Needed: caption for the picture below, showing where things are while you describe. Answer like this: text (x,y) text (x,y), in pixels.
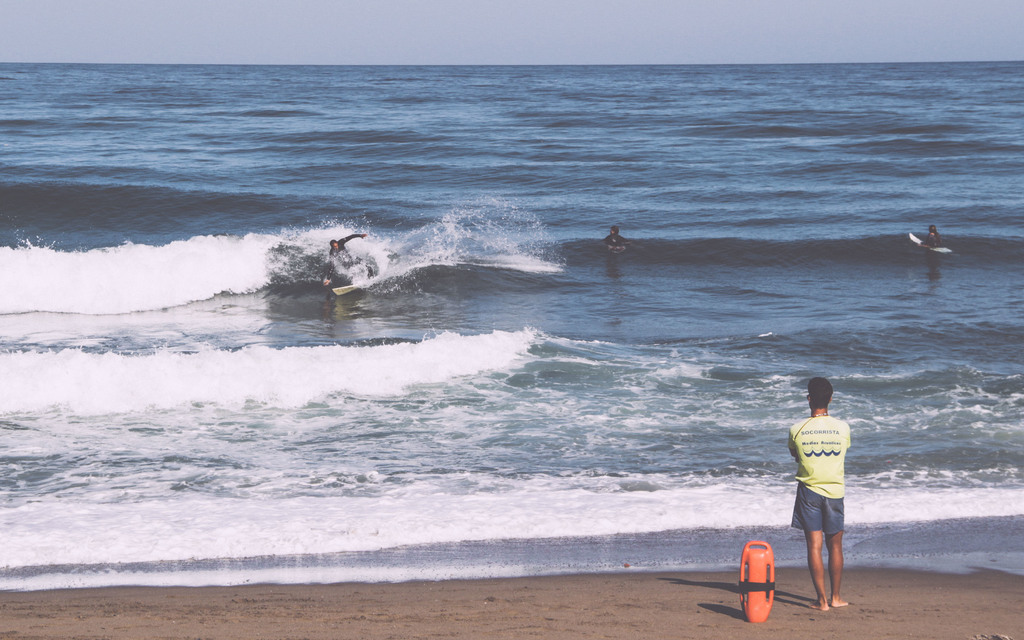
There is a person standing at the beach (814,630). There are people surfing in water (866,229).
